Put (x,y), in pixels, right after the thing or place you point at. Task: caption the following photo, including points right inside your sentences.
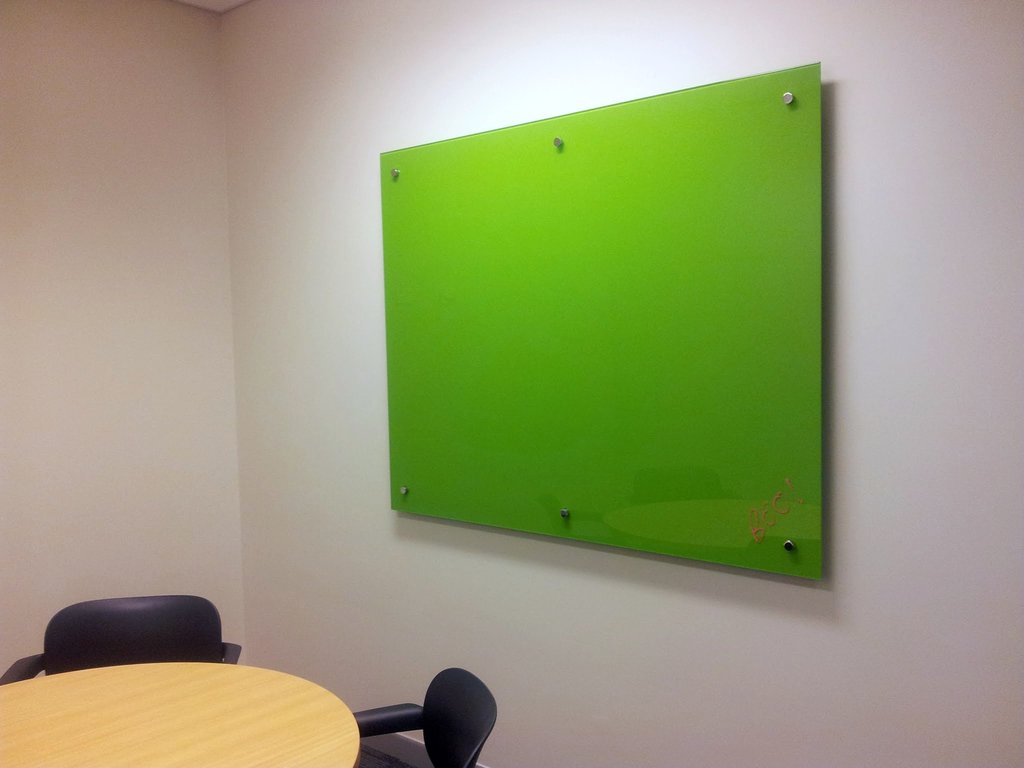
In this image there is a table (180,726) at bottom left corner of this image (14,735) and there are two chairs (232,662) at bottom of the image (476,714) which is in black color. there is a board (417,191) attached to the wall (384,392) at middle of the image (423,264) and there is a wall (447,13) in the background (488,557).
